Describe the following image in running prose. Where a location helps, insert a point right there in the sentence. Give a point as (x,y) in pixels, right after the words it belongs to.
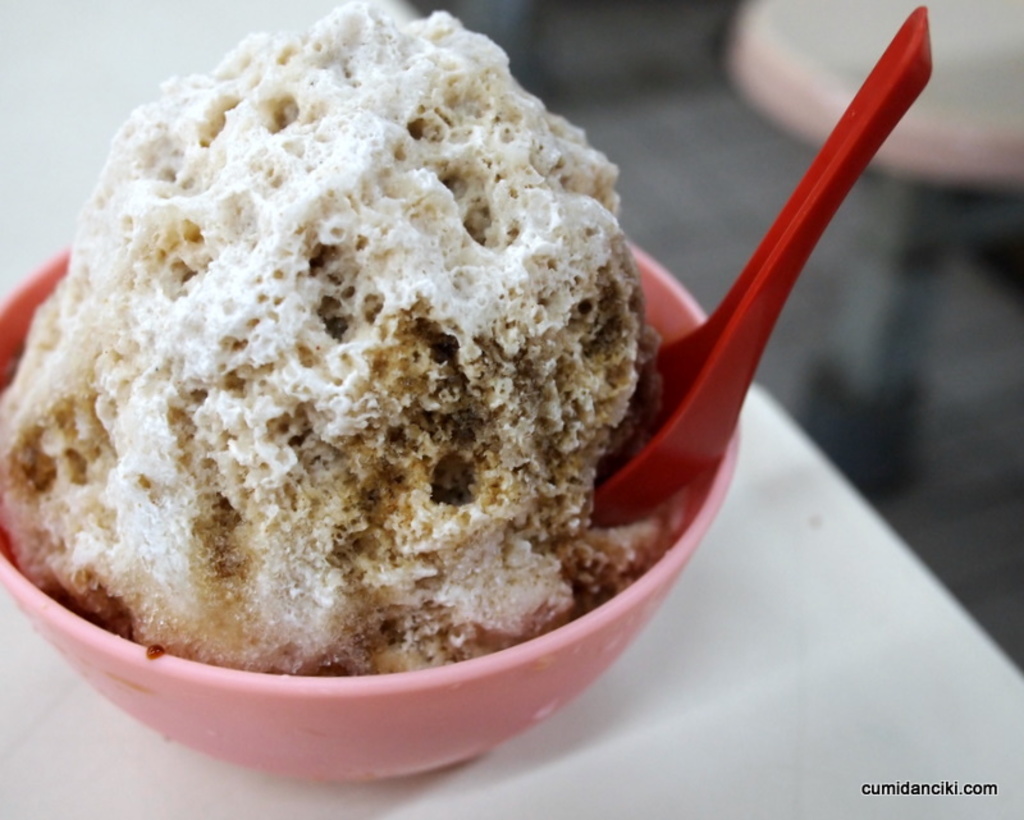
In this image, There is a table (719,784) which is in white color on that table (100,728) there is a bowl (149,697) which is in pink color and there is a spoon (816,182) in red color and there is ice cream (380,471) in white color.
